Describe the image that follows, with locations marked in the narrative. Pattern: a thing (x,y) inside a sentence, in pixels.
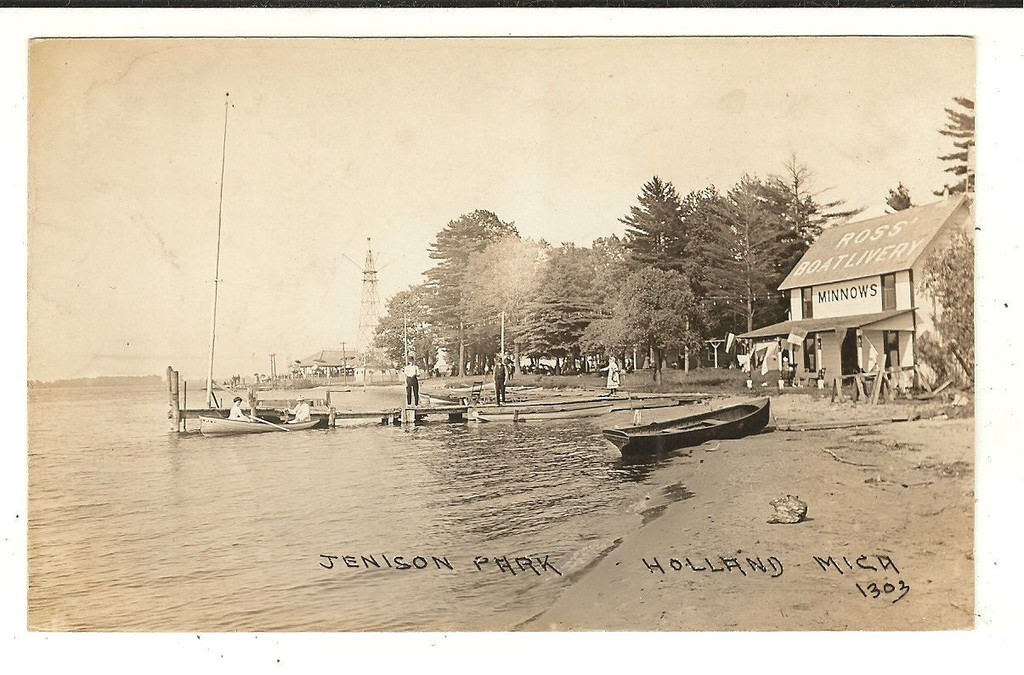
In this picture we can see boats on water (229,538), here we can see people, sheds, trees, poles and the sky (129,347), at the bottom of the image (521,562) we can see some text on it.
